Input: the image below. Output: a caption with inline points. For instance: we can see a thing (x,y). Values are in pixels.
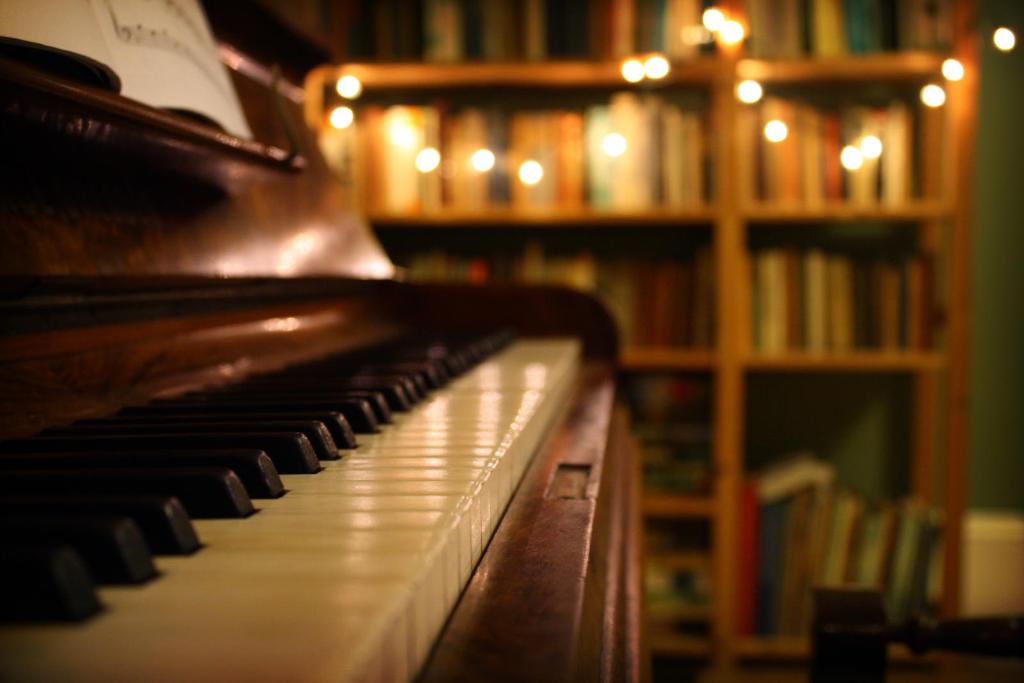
In this image I can see a musical instrument (439,461). In the background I can see lights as decoration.
